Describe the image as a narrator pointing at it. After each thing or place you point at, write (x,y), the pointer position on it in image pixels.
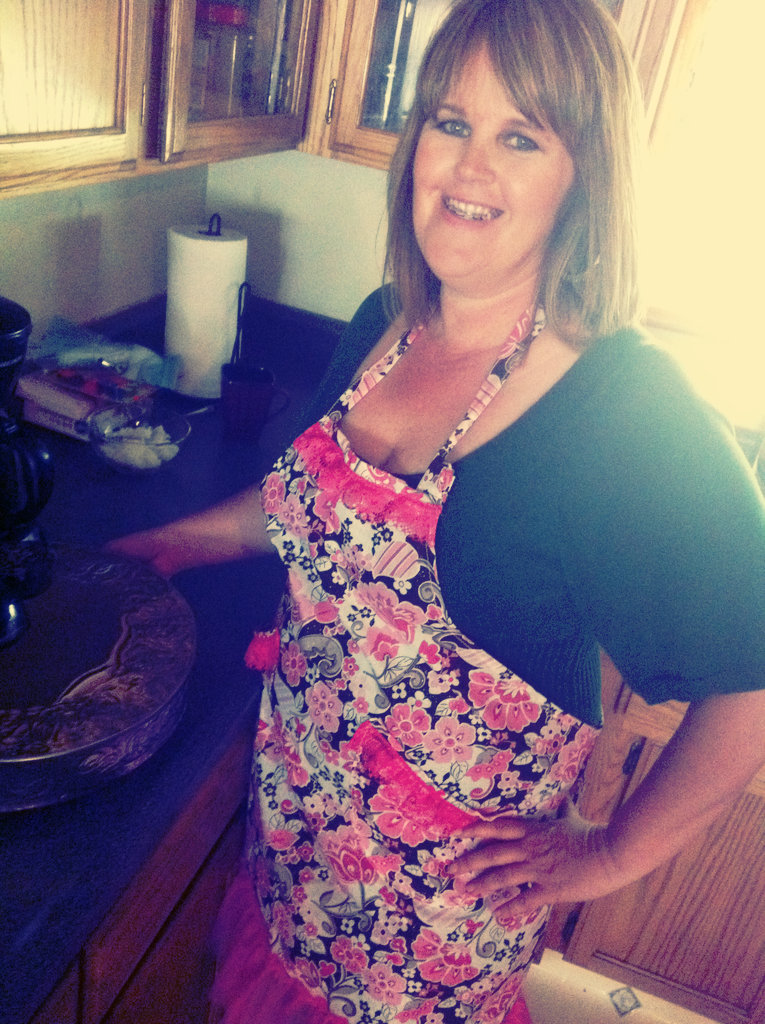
In this picture there is a woman (362,892) standing and smiling. There is a cup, tissue roller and objects (174,417) on the table (214,491). At the top (224,79) there are cupboards (214,63). At the bottom (747,873) there are cupboards (725,856).
